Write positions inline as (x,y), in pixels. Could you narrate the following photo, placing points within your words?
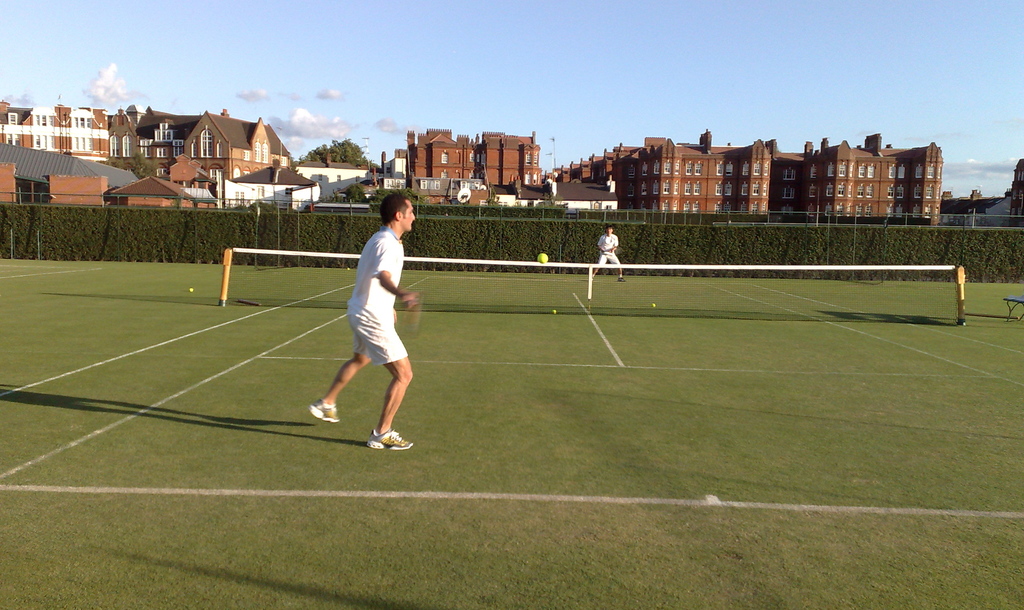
In this image we can see two men (401,373) standing on the ground (418,368) holding some objects (415,321). We can also see a ball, net (329,296), a bench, plants (436,247) and a metal fence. On the backside (799,178) we can see a group of buildings (689,166) with windows (789,194), some trees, poles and the sky (660,83) which looks cloudy.
